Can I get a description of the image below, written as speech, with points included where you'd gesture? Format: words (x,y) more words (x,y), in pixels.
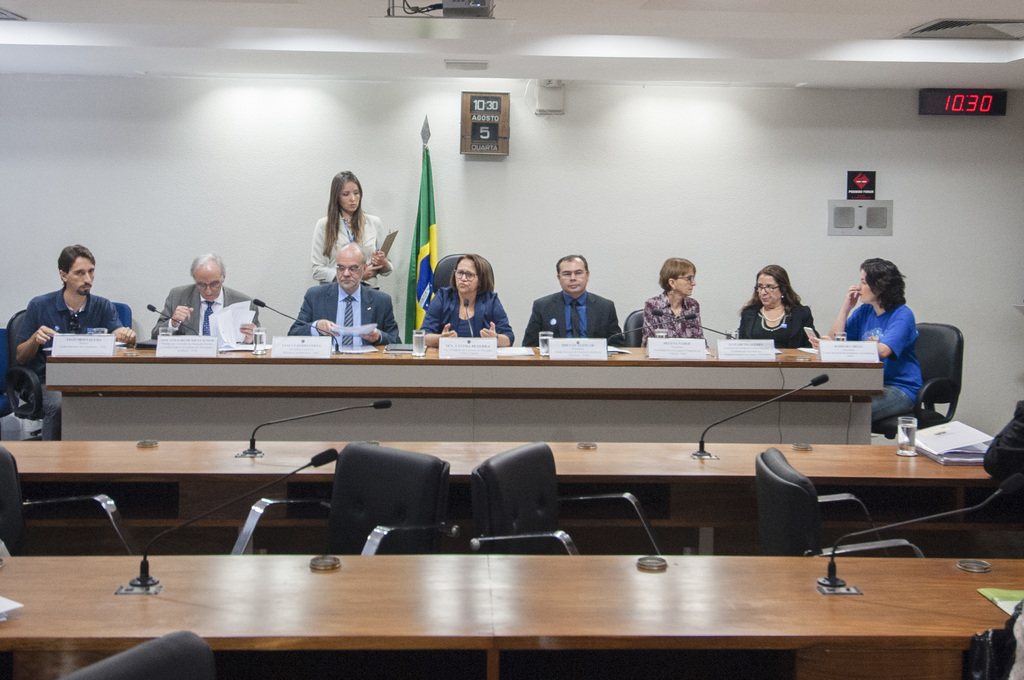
In this picture there are group of people (390,306) who are sitting on the chair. There is a mic (186,326), name plates (311,340), glass (416,349) on the table (190,358). There is a green color flag (423,264). There is a woman (365,224) standing at background (347,232). There is a device (987,108) to the wall (975,119). There are few chairs (504,469), file (935,443), glass (914,446) and a person (987,463).
